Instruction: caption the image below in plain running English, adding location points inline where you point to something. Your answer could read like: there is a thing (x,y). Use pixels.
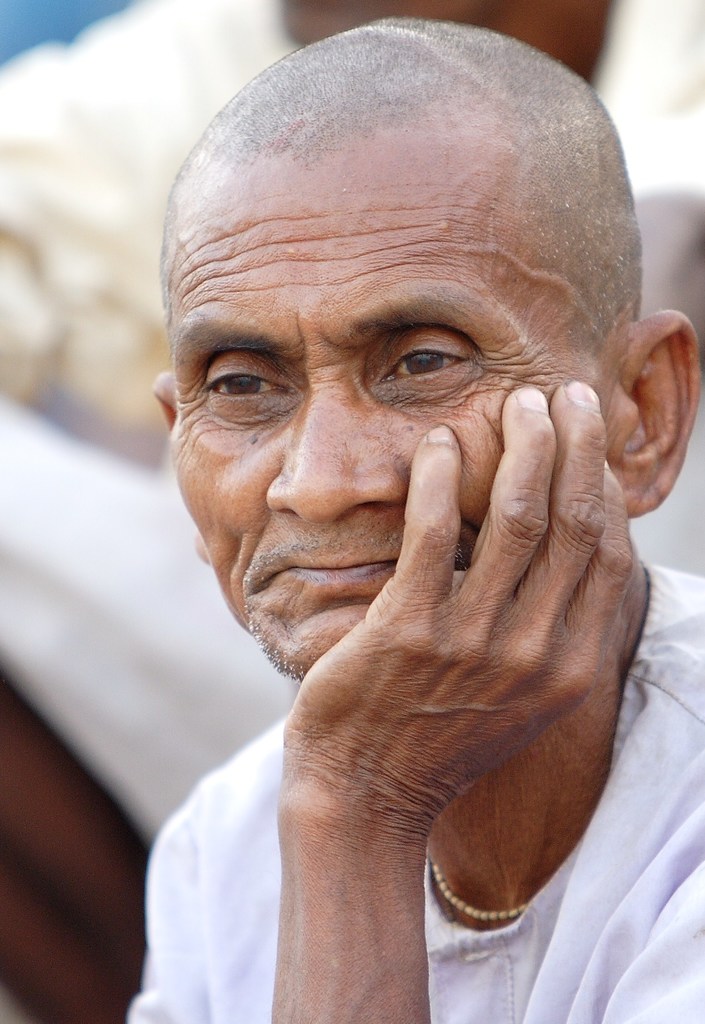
In this image I can see the person (574,714) is wearing white color dress (657,878) and the background (13,425) is blurred.
